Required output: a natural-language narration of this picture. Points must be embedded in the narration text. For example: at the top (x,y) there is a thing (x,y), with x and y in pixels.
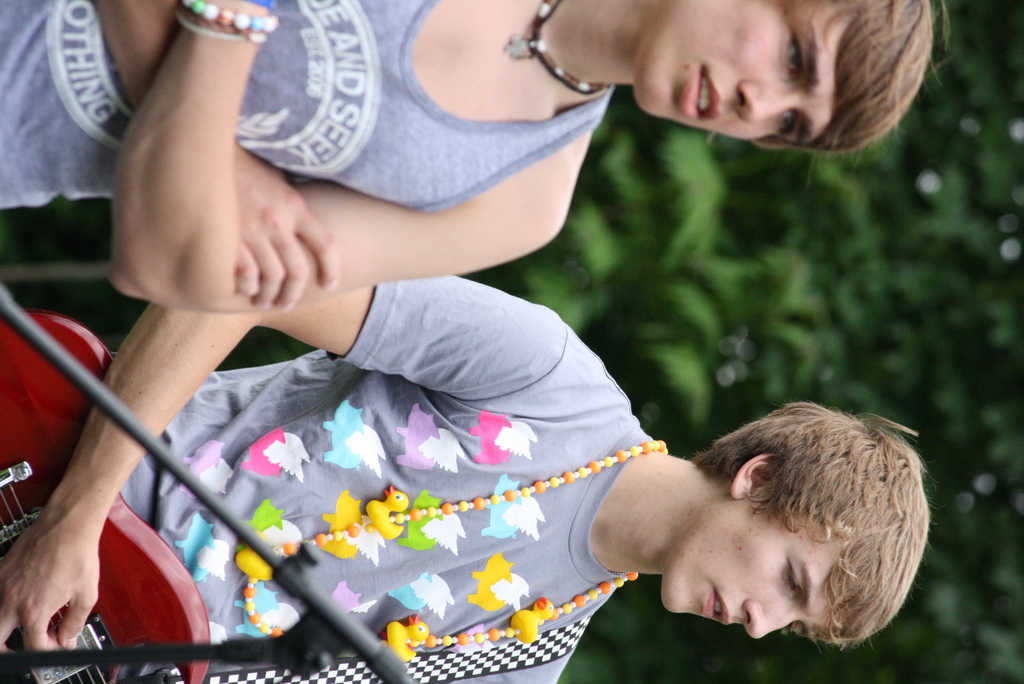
In this picture I can see a man (290,183) standing and a person (226,473) standing and playing guitar (102,575).
